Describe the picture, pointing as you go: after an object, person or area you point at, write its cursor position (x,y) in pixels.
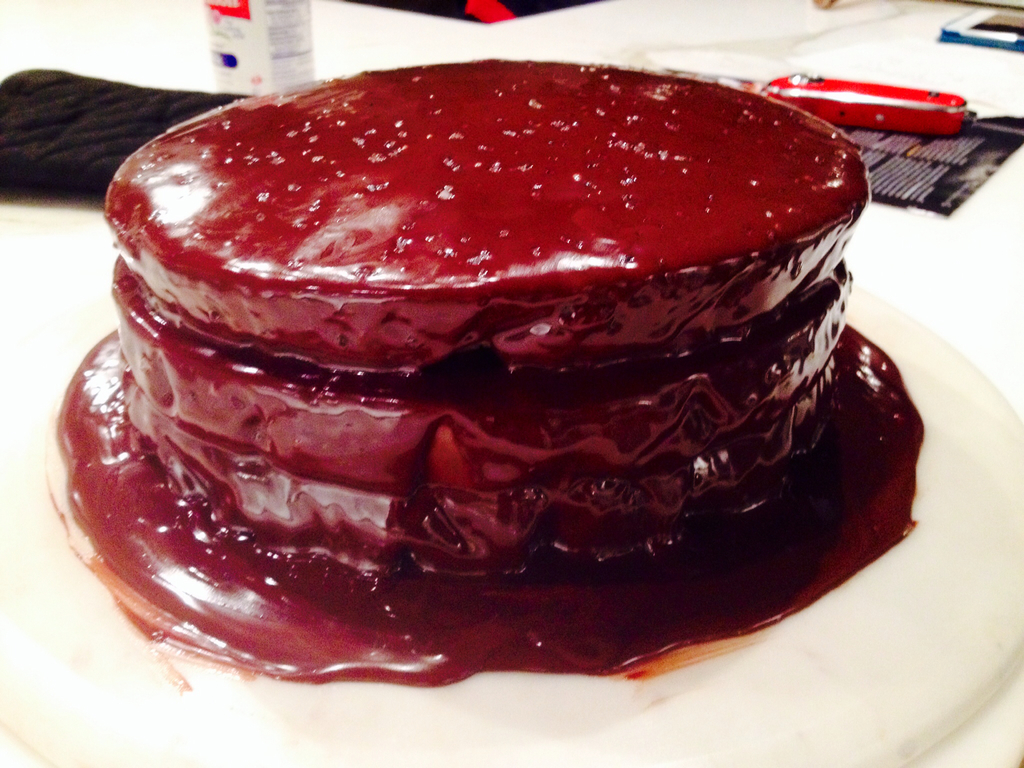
In this image at the bottom (670,684) there is one plate (946,449) in that plate (929,442) there are some food items (529,239), and in the background (859,106) there is a knife (856,118), paper (936,161) and some objects (233,85).
